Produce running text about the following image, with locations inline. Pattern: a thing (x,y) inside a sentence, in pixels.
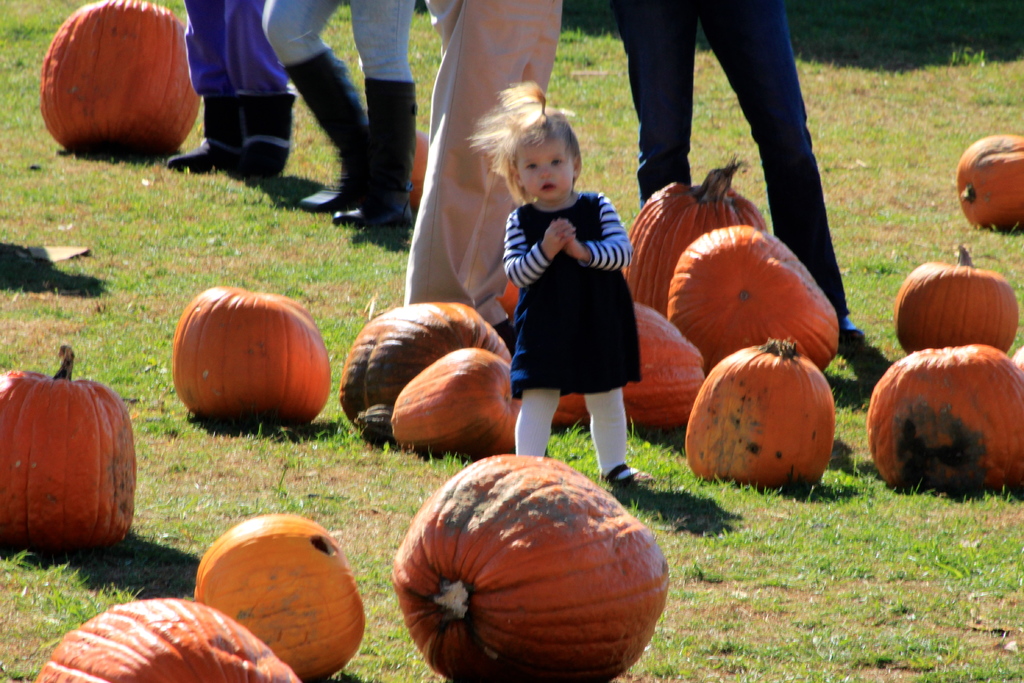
In the image there is a baby (567,258) standing on grassland (694,527) with pumpkins (261,387) all over the place and behind there are few persons (488,103) standing.
